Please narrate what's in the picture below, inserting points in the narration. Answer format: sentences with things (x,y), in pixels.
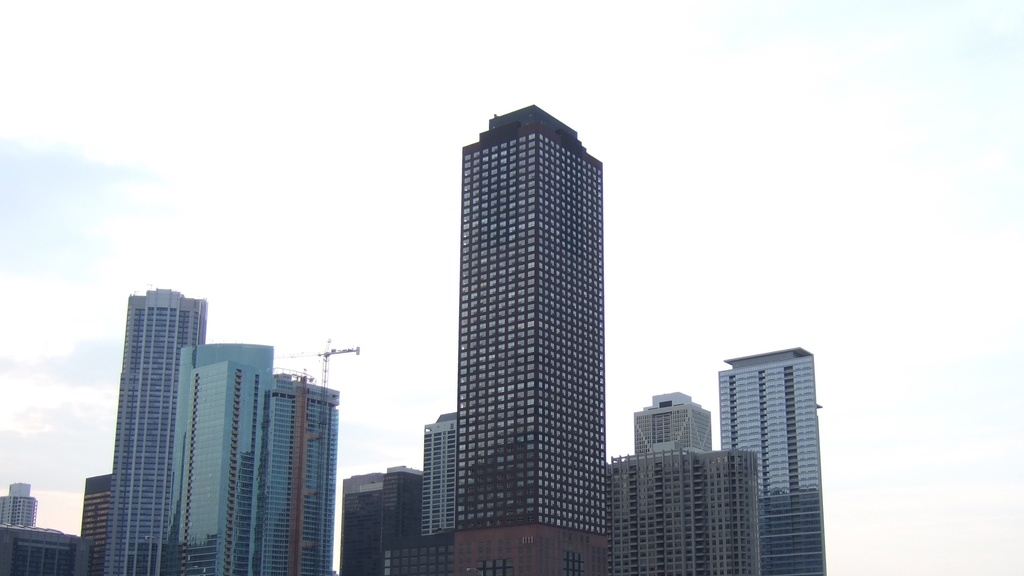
In this picture we can see so many buildings (266,428) and sky (231,226).
